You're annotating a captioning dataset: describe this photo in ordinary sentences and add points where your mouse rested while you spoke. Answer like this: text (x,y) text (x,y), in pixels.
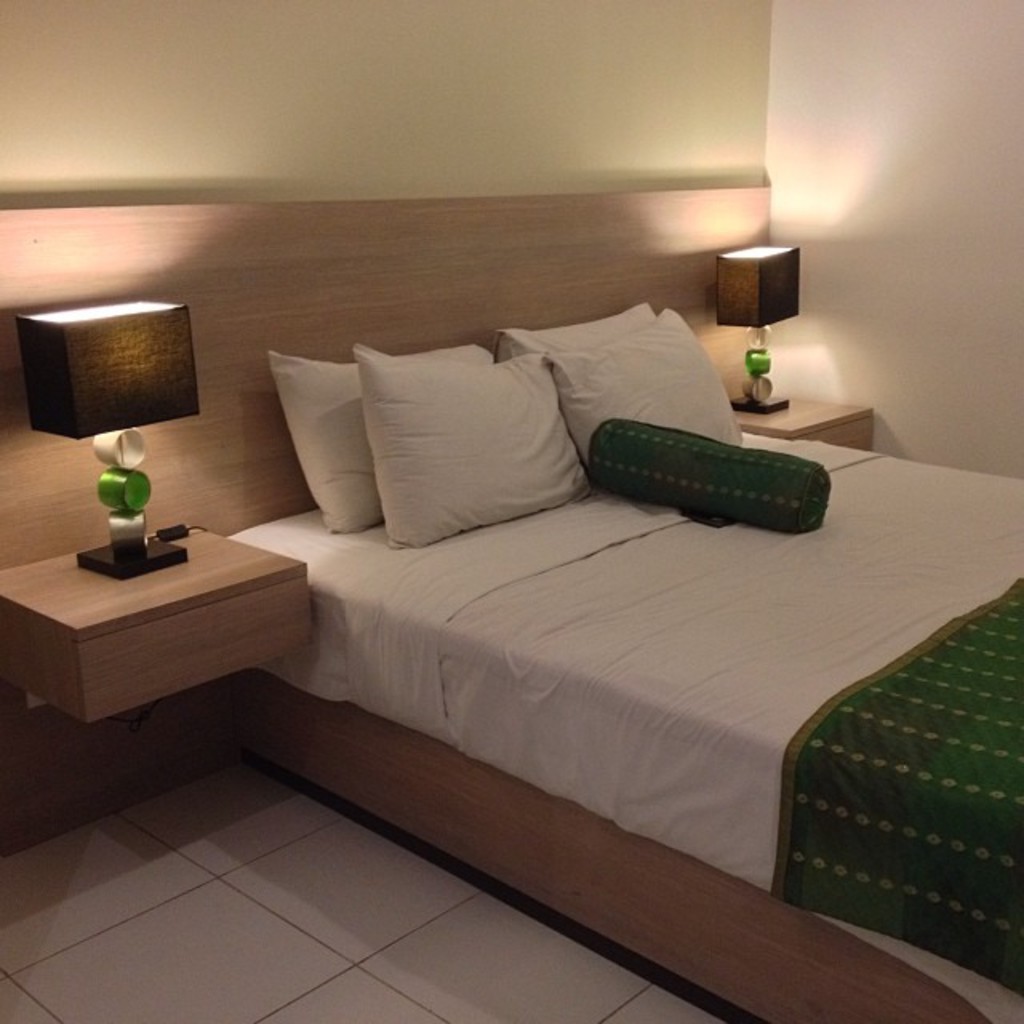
In this image I see a bed (550,568), few pillows (689,467) on it and lamps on the either side. In the background (716,167) I see the wall (722,66).
